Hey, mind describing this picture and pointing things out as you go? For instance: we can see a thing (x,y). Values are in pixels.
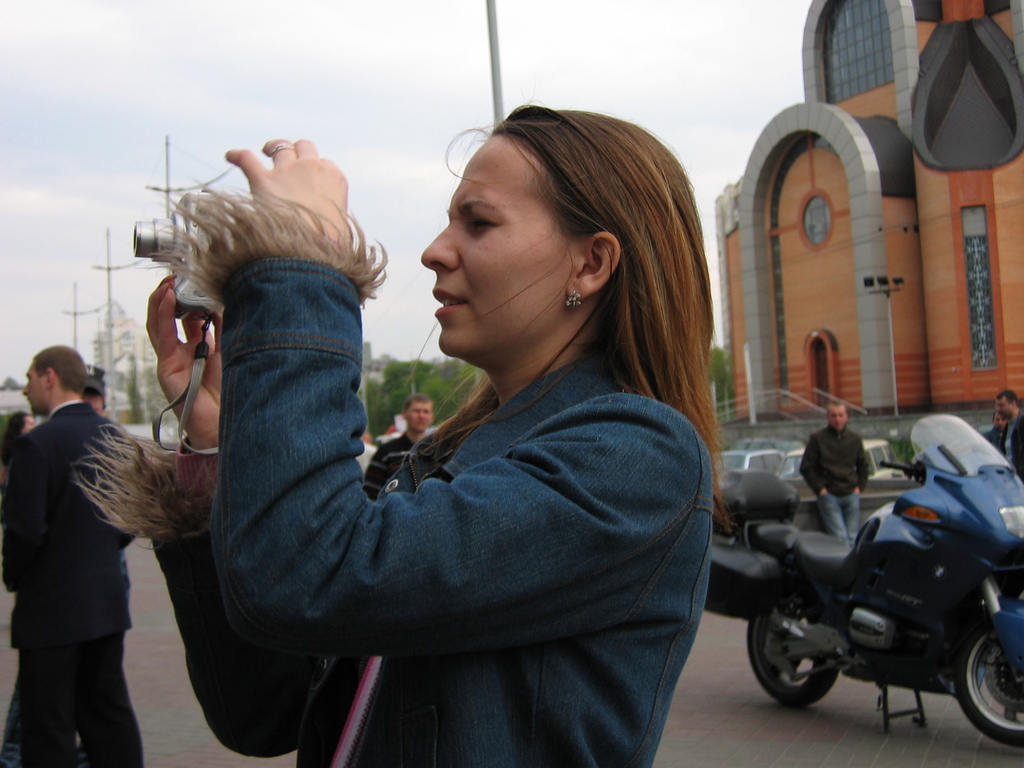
In the center of the image (527,352) we can see a lady (511,521) standing and holding a camera (167,251). On the right (865,616) we can see a motorbike (806,677) placed on the road (768,716). In the background (24,257) there are people (403,433), buildings (839,108), trees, poles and sky (142,203).
